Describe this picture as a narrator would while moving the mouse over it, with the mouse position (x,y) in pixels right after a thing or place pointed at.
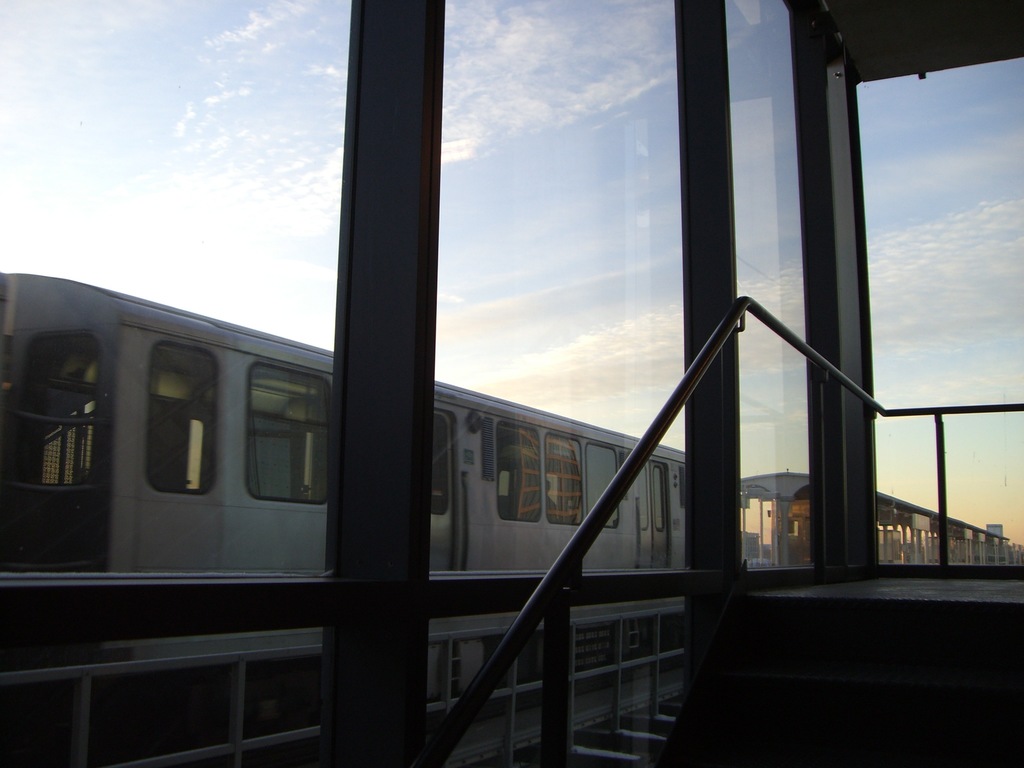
As we can see in the image there are trains (306,461) and the sky (217,119).
